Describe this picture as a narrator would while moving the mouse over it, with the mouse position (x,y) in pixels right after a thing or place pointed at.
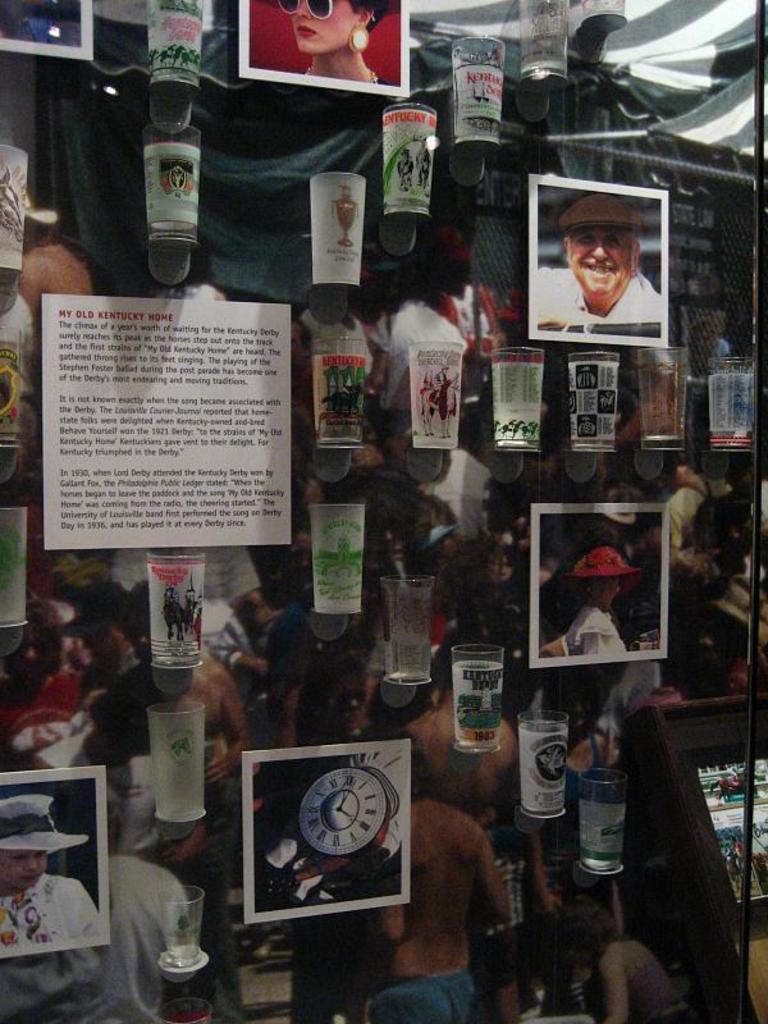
In the image we can see there are photographs (550,287) and there are glasses (425,673) hanged. Here we can see the poster (133,410) and text (116,402) on it.
